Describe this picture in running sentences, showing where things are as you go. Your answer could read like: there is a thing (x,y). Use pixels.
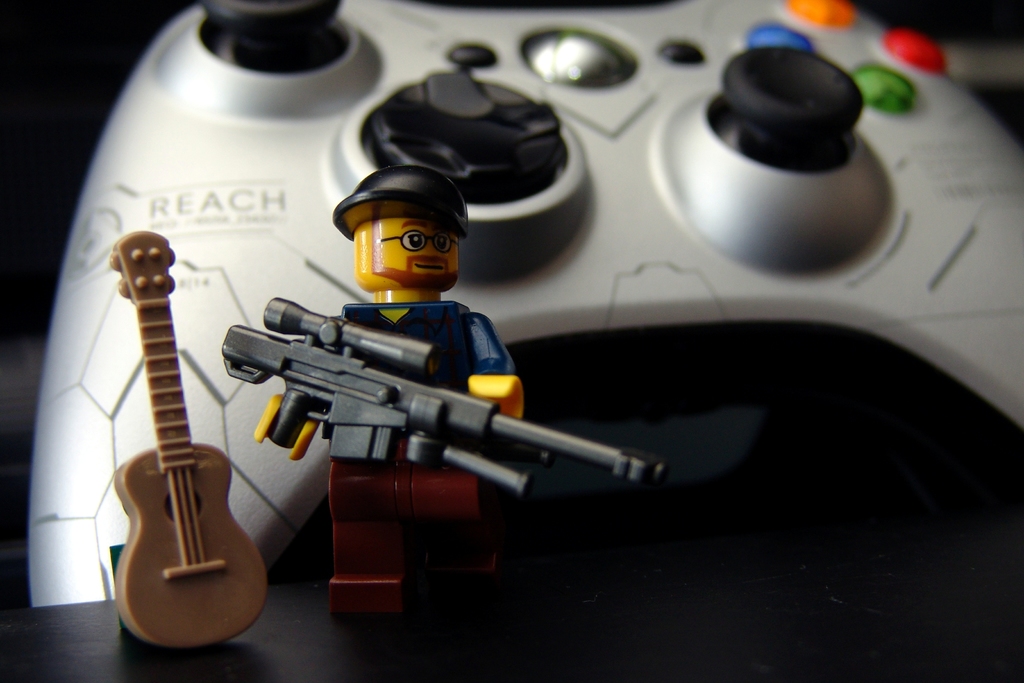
In the image there is a toy (450,512) with gun (308,349) and cap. Beside the toy (513,396) there is a toy guitar (172,459). In the background (891,125) there is a joystick (217,121) with buttons (882,81).
